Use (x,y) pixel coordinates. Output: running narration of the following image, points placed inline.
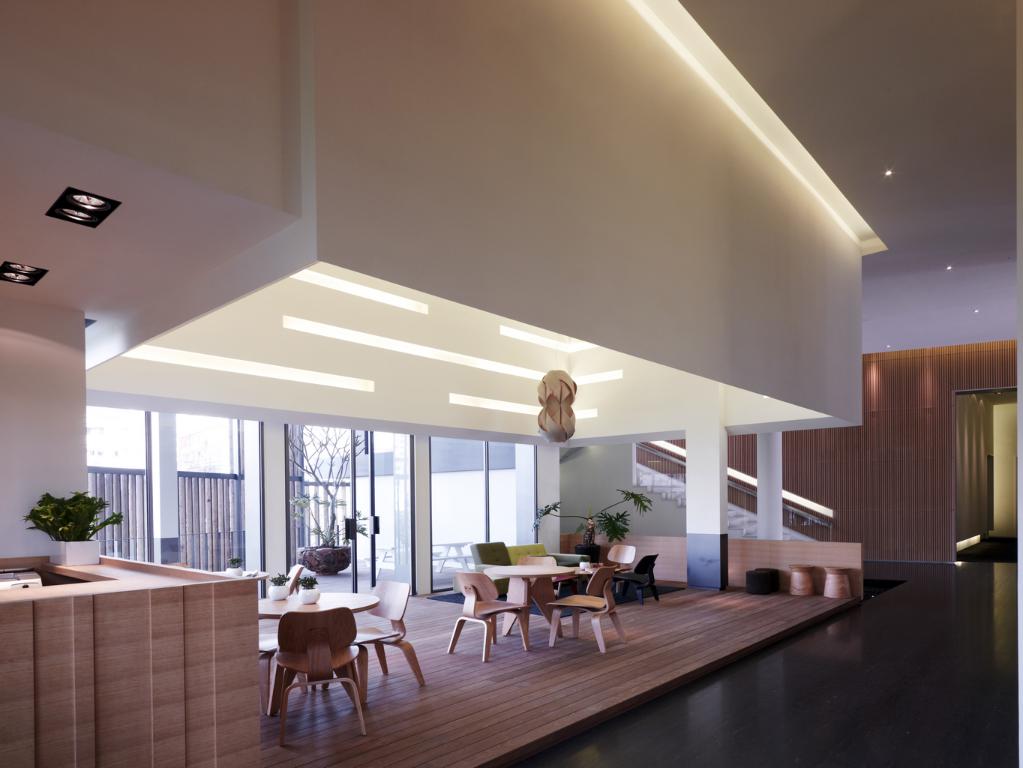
In this picture there are tables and chairs (303,658) at the bottom side of the image (490,599) and there is a desk (206,618) on the left side of the image (237,672), there is a door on the right side of the image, there are glass windows (362,495) in the center of the image (479,481).
